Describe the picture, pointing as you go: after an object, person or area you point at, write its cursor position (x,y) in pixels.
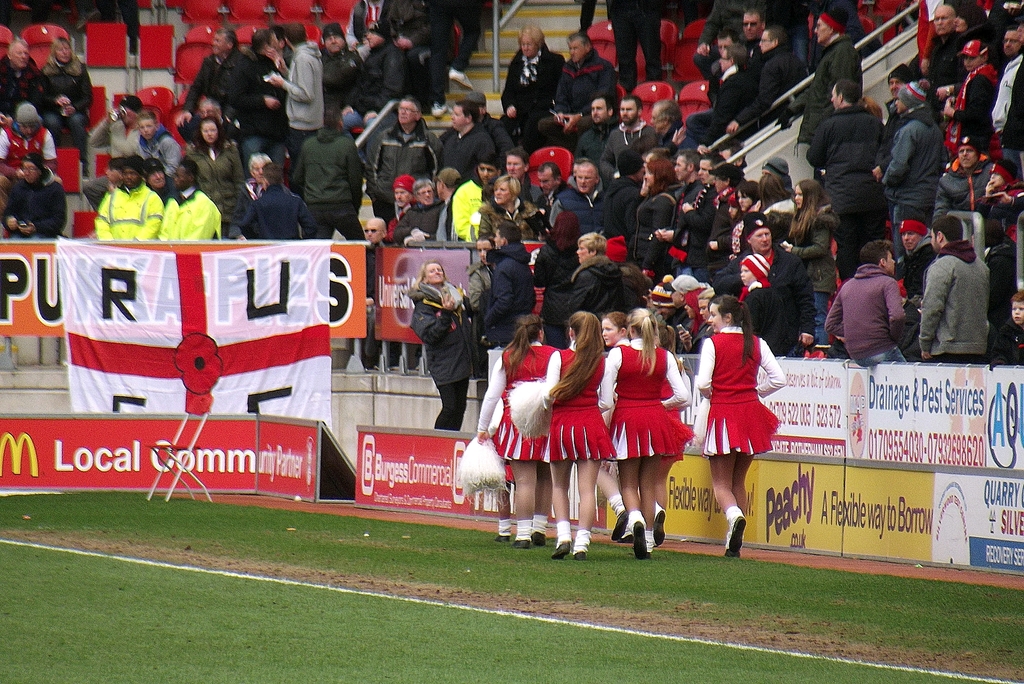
This image is taken in a stadium (278,334). At the bottom of the image (134,609) there is a ground (190,589) with grass (270,600) on it. In the middle of the image (358,242) there are many boards (67,452) with text (273,286) on them and a few girls (639,483) are walking on the ground (572,540) and they are holding pom poms (518,417) in their hands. In the background (637,237) many people (258,127) are sitting on the chairs (347,21) and a few are standing on the stairs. There are many empty chairs (149,49) and there is a flag (199,364).
